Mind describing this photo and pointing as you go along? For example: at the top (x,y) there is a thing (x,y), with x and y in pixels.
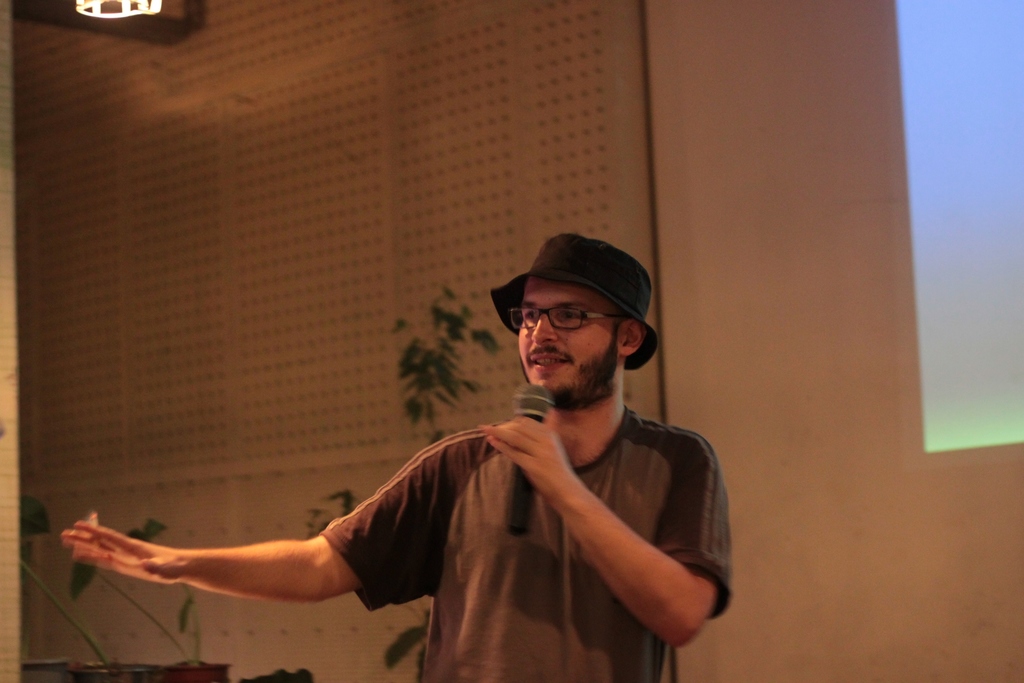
In the foreground of this image (599,528), there is a man (542,501) standing and holding a mic (538,397). Behind him, there are few plants (393,647), wall (415,212) and it seems like a screen (962,234) on the right (953,289) and an object (127,9) at the top (113,15).
